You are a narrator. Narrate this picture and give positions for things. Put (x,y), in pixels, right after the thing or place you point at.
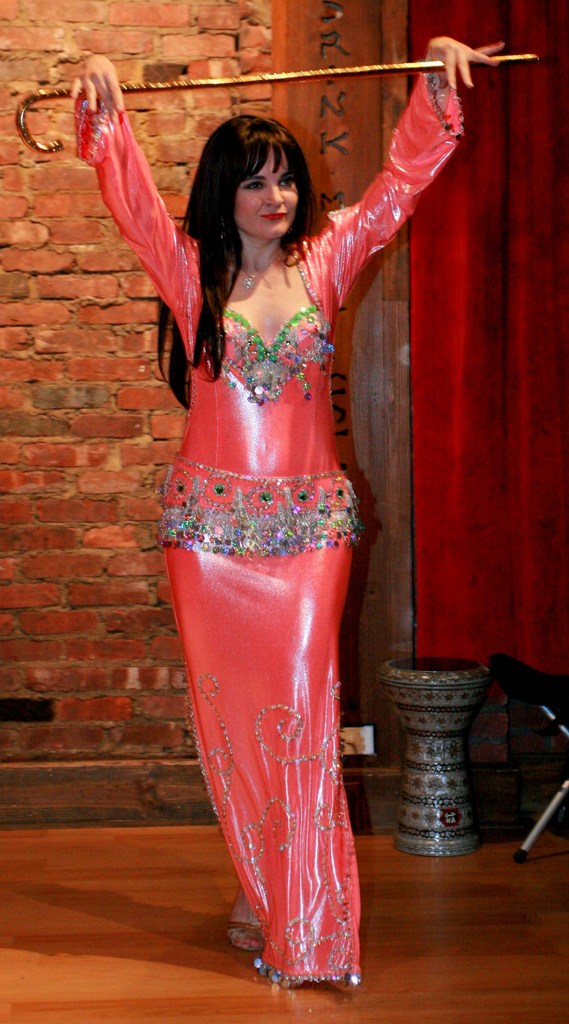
In this image I see a woman (181,340) who is wearing orange color dress (257,352) and I see that she is holding a stick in her hands (462,53) and I see the platform (151,894). In the background (34,724) I see the wall (34,724) and I see the red color curtain (467,476) over here.
